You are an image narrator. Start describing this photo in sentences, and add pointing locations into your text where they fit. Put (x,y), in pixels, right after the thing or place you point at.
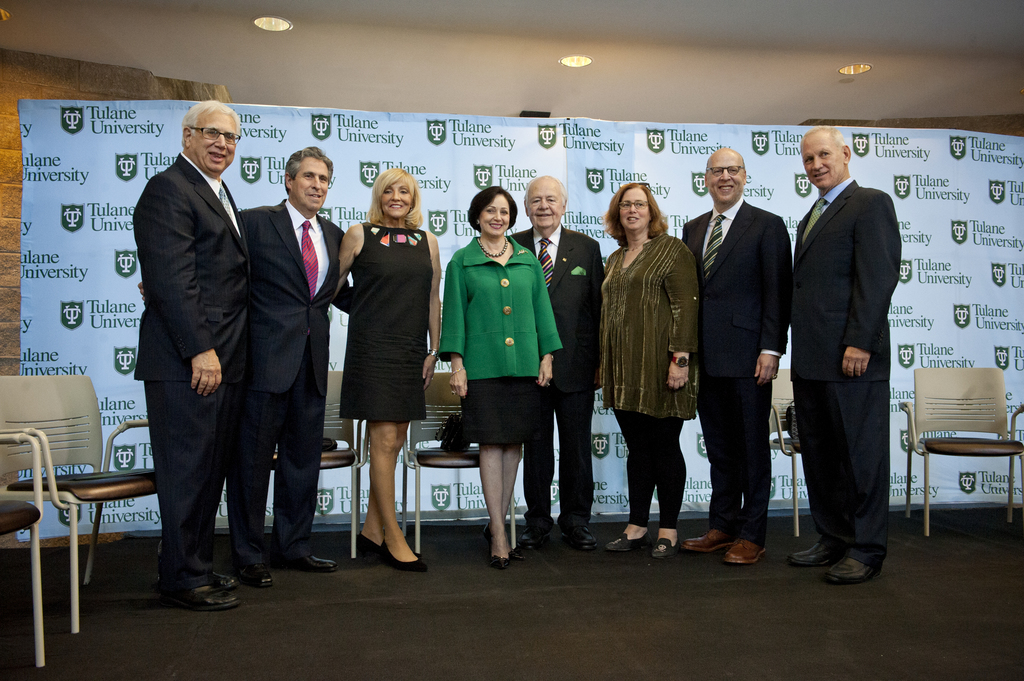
In this picture there is a woman (488,339) who is wearing green jacket (502,316), short (480,435) and shoe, standing near to the man (551,256) who is wearing suits (587,302). On the left (191,192) there are two man (256,265) was standing near to this woman (368,318) who is wearing black dress (371,365). Everyone (638,399) is standing near to the chairs (922,453). At the back (594,176) there is a banner (610,136). At the top (278,28) we can see lights (573,56).
